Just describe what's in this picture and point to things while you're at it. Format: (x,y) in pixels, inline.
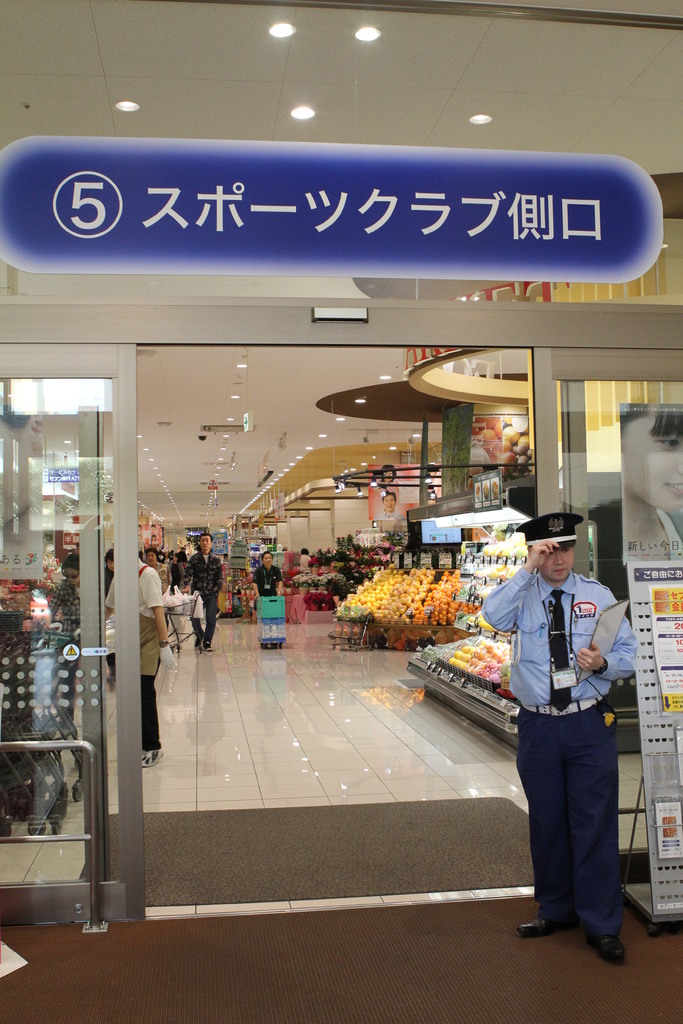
In the picture we can see a store (306,379) under it we can see many things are placed in the racks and some people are walking holding the trolley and to the ceiling (401,450) we can see lights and outside the store (291,805) we can see a security (533,760) with uniform (530,770) and top of the store (96,405) we can see a name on blue color board (330,150).
